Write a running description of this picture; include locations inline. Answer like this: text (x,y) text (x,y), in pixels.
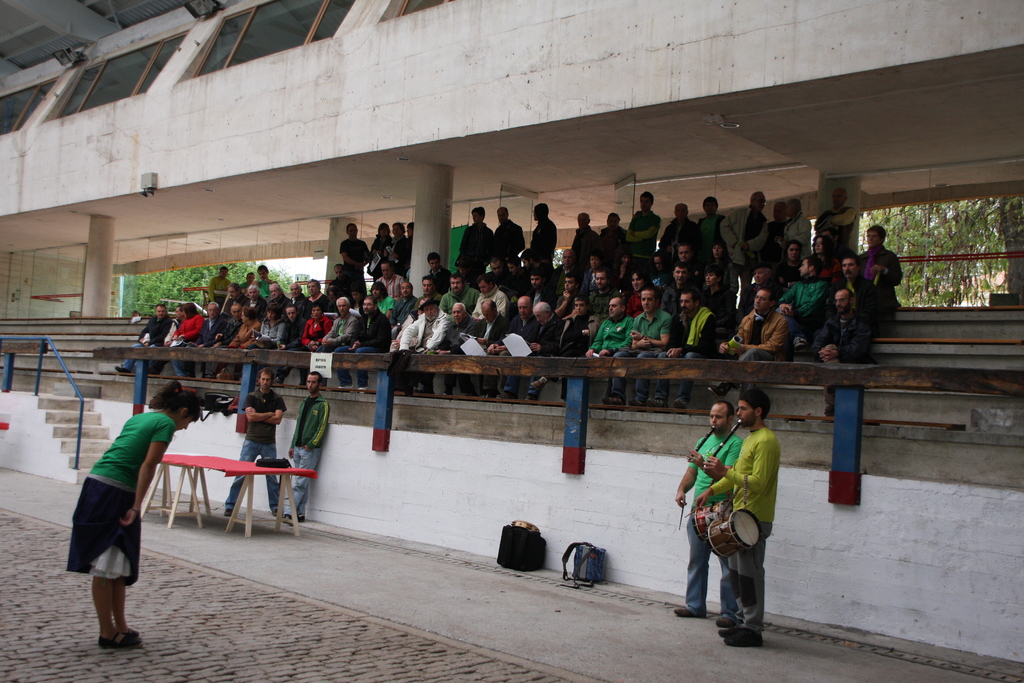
In this image, we can see so many peoples (604,291). Few are sat. At the back side (786,232), few are standing. We can see pillars (435,234) here, windows (266,42), glass (168,44), lights (203,5). In the left side of the image (120,509), woman (115,529) is standing. In the right side of the image (732,522), two are playing a musical instruments (719,518). Here we can see bags (573,559). There is a table (244,481). That is covered with red color cloth (212,464). Here we can see stairs (88,426) and rod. At the background (191,274), we can see trees (923,236).
